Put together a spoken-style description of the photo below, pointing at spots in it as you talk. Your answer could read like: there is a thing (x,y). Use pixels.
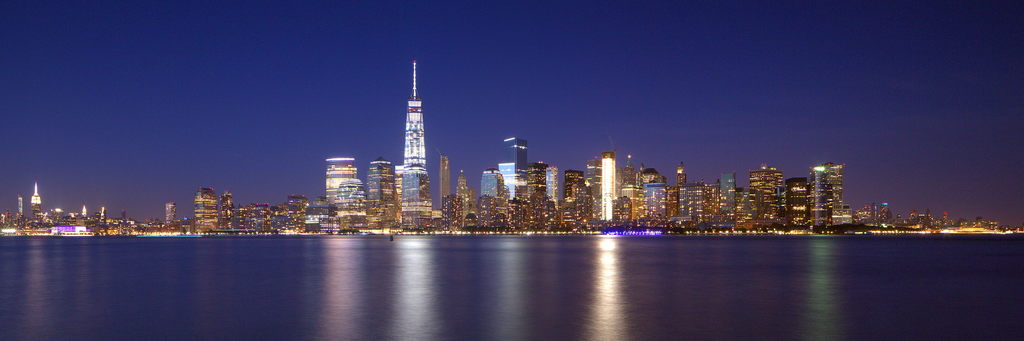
In this image I can see the water (439,250), few buildings (345,198) and few lights (217,234) to the buildings (743,189). In the background (769,121) I can see the sky (283,90).
